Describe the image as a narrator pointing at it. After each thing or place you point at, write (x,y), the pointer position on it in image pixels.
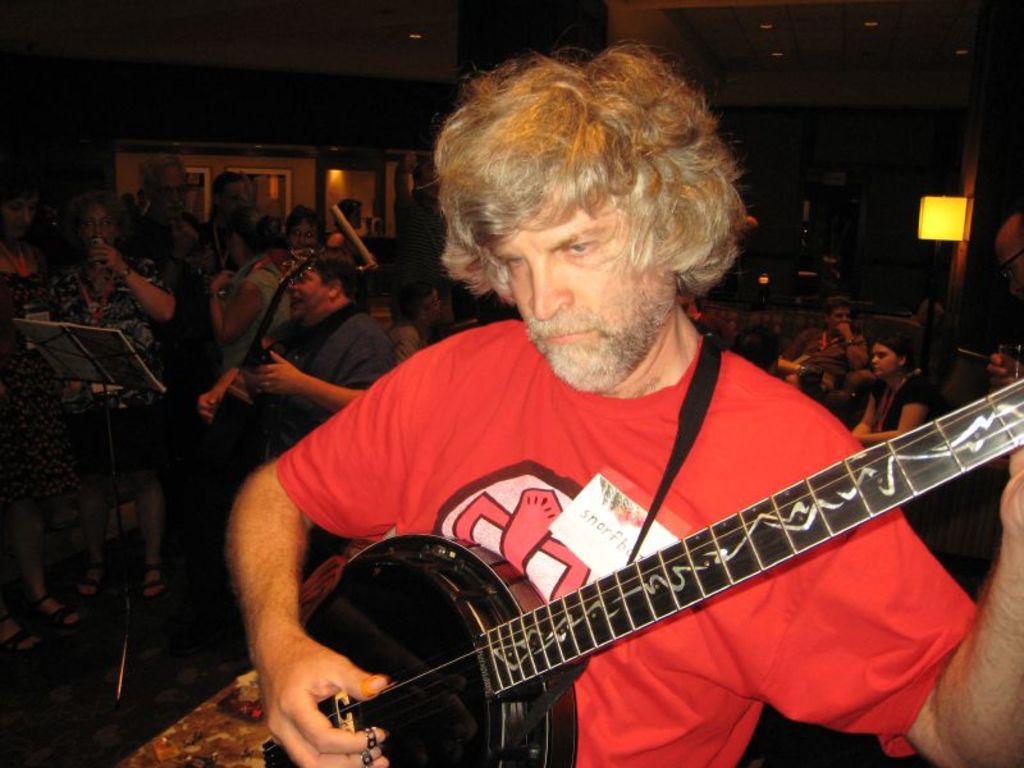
The image is inside the room (271,127). In the image there is a man (512,420) who is wearing his red color shirt (531,401) and holding a banjo (442,561) and playing it and there are group of people (848,354) in image who are playing their musical instrument (271,317). On left side (133,298) there is a woman (87,284) who is holding a cup (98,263) and standing in front of a music stand (95,334). On right side (888,379) there is another woman (878,369) who is sitting on chair (916,344) in background (851,216) we can see a door (835,214) which is closed and wall (260,119).
